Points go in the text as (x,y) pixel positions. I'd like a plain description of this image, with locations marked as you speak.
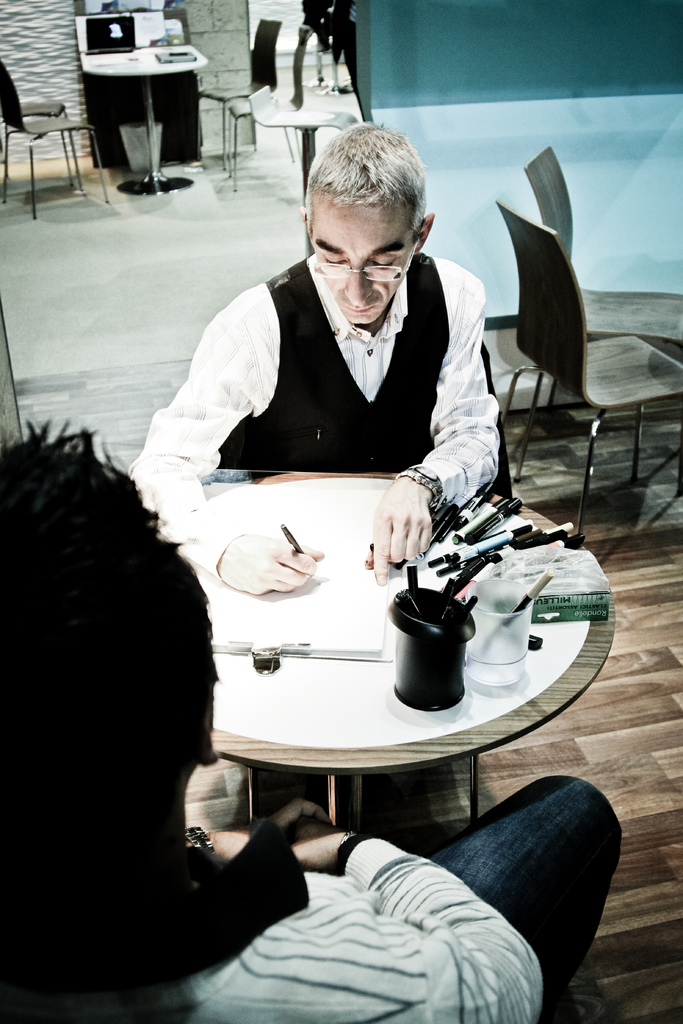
In this picture we can see two persons (336,343) sitting on chair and in front of them there is table (252,708) and on table (434,572) we can see writing pad (309,605), pen stand (424,604) with pens (417,572), sketches (479,528), box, glass (505,597) and in background (44,49) we can see wall (32,49), chairs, laptop (110,32).
